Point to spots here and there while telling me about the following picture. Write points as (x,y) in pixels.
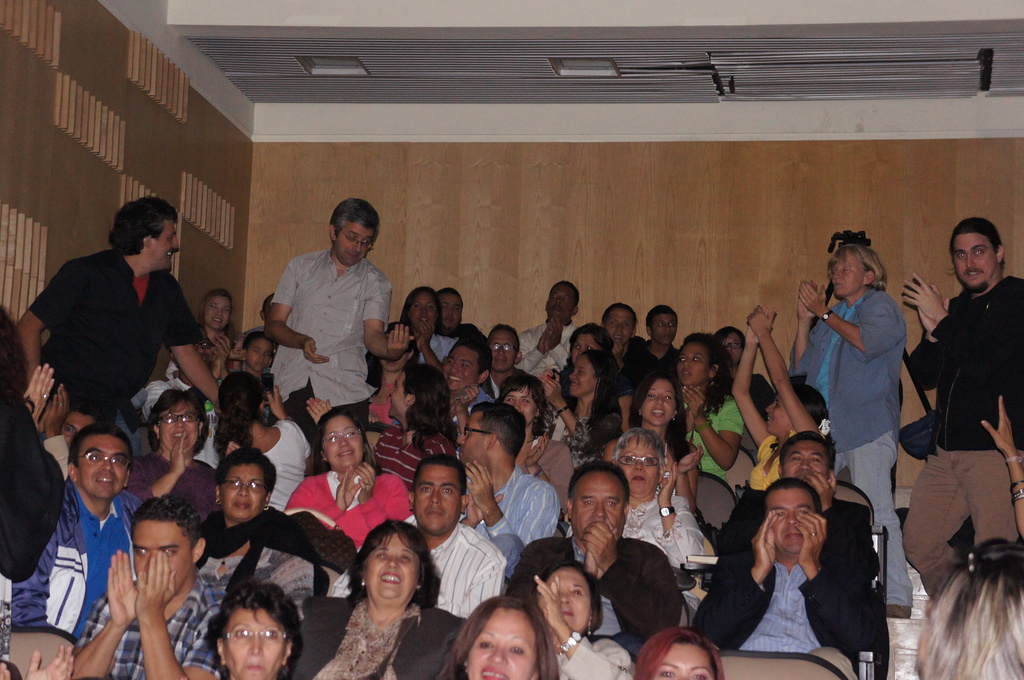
In this image we can see few people (379,467), some of them are sitting on the chairs (766,678) and some of them are standing, there are lights (590,61) to the ceiling (552,88) and an object (856,244) behind a person (876,272).
